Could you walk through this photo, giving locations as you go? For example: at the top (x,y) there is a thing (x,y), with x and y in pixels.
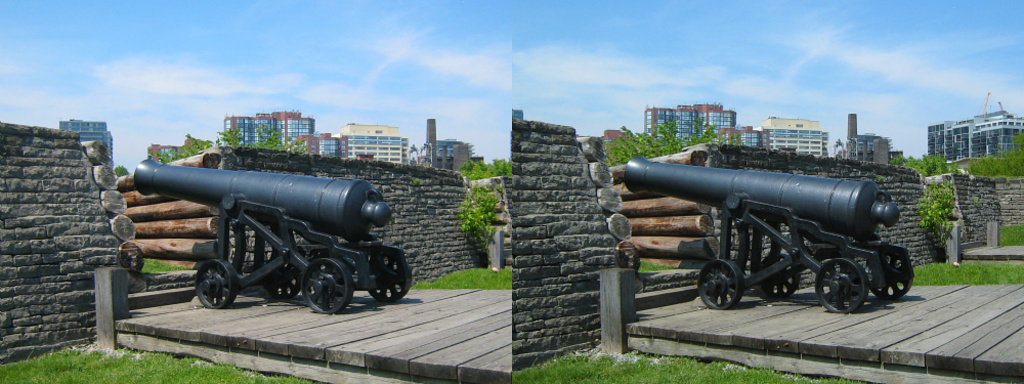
In this image we can see collage picture of cannon (714,186), wood (688,155), buildings (677,132), wall (889,174), trees (1003,167) and sky (618,24).
